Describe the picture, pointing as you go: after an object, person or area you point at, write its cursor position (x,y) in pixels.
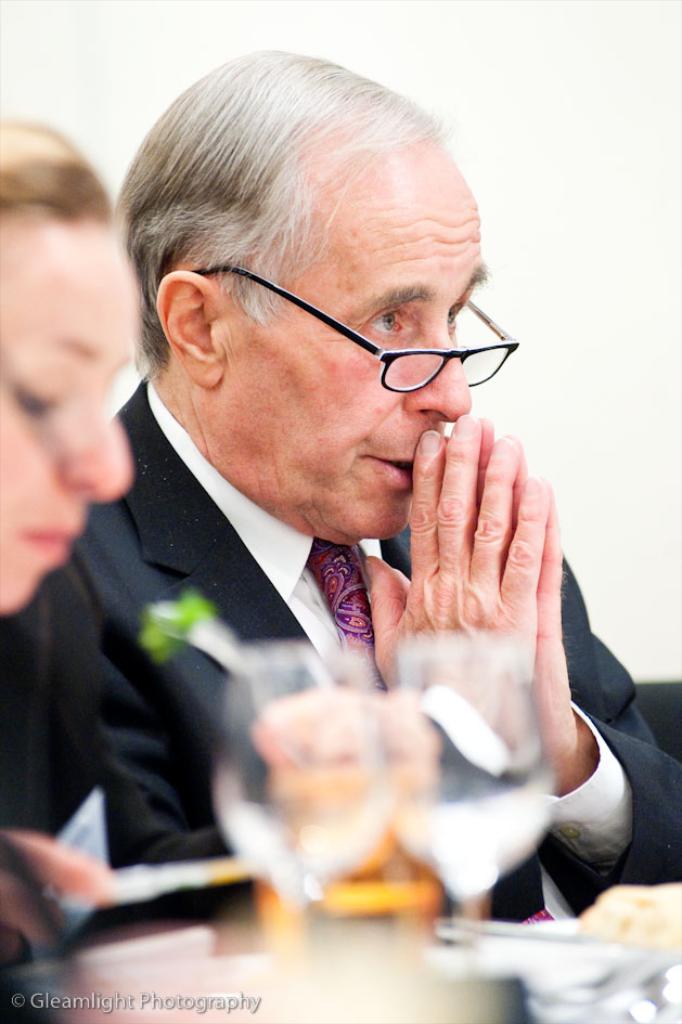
This image consists of two persons (43,390). In the front (288,962), we can see two glasses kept on a table (296,1006). And the man (262,513) is wearing a suit (569,617) along with a tie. In the background (493,76), there is a wall (424,0) in white color.
